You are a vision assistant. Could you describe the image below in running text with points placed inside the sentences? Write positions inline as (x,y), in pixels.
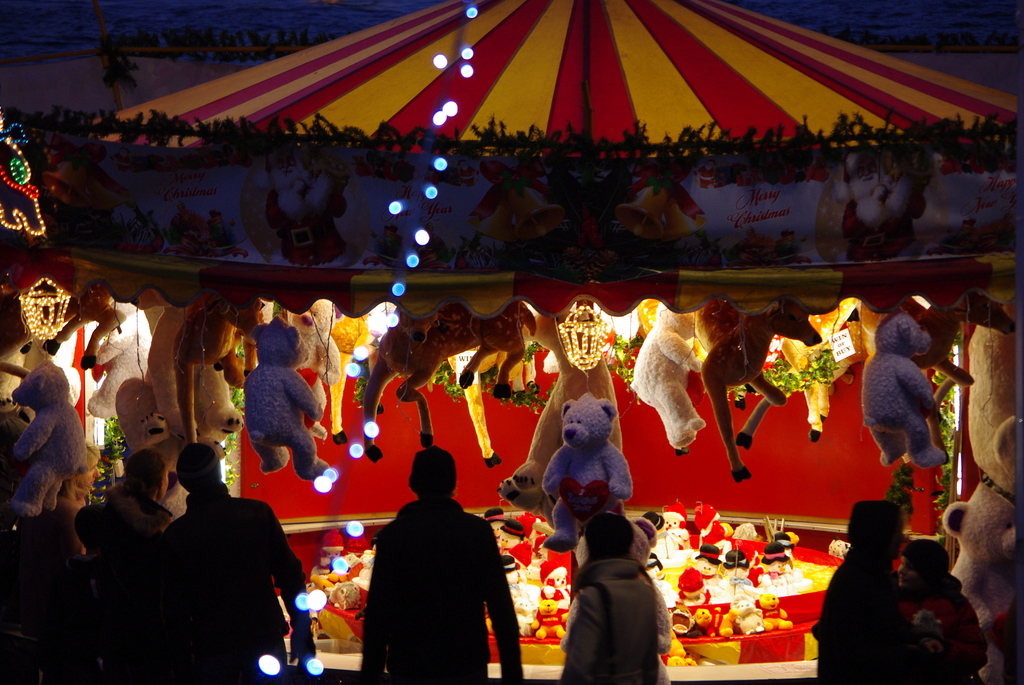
In this picture there are people (124,545) and we can see dolls (1007,430), tent (243,289), lights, banner (320,186) and decorative items (668,147).
